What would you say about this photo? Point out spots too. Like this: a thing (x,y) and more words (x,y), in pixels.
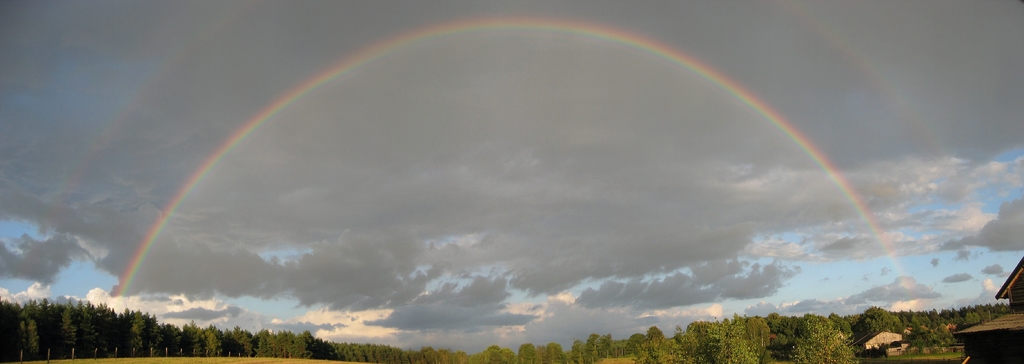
In this image, there are a few trees (286,357), houses (1012,305). We can see the ground (296,359) with some objects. We can also see some grass (308,359) and the rainbow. We can see the sky (465,144) with clouds (489,176).
